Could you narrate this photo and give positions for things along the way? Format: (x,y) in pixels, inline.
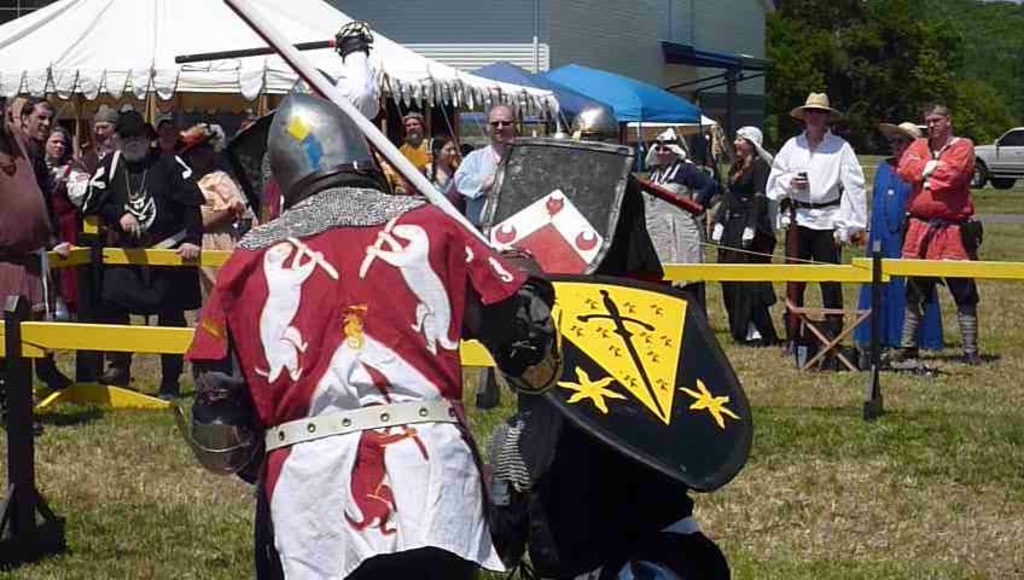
There are people (335,360) in motion and holding shields (627,350) and swords (311,78). We can see grass (67,510). In the background (960,194) we can see people (938,153), fence (741,270), tents (568,82), wall (686,9), vehicle (1023,172), grass (1002,197) and trees (992,106).
